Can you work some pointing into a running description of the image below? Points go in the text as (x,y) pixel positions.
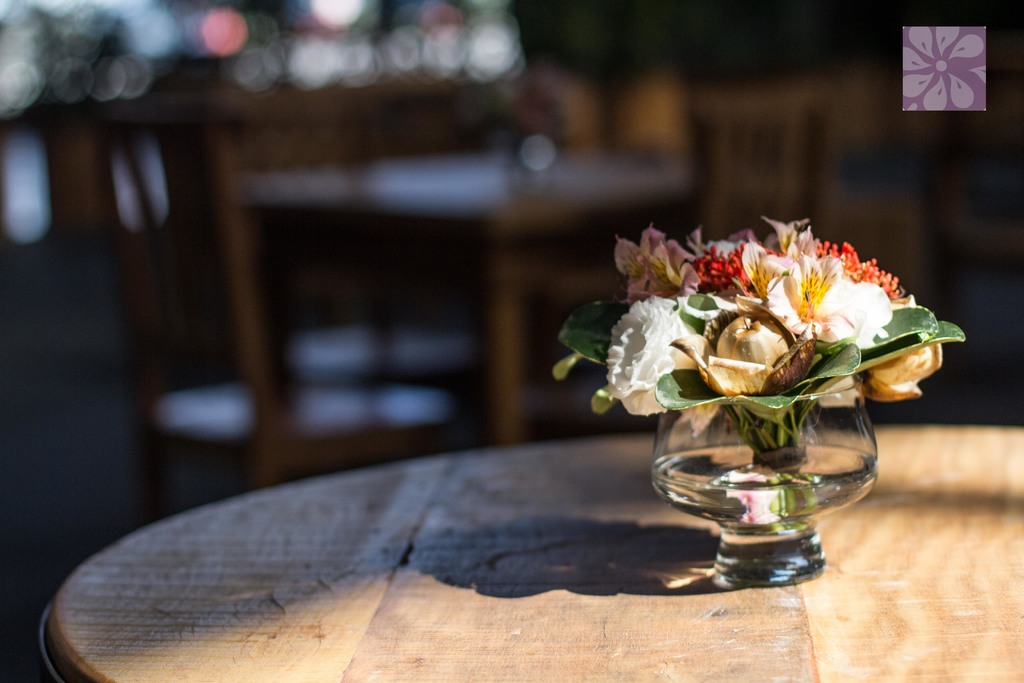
In the image we can see there is a table (744,622) on which there is a flowers (746,357) which are kept in the glass (783,524) and at the back (980,138) picture is blur.
